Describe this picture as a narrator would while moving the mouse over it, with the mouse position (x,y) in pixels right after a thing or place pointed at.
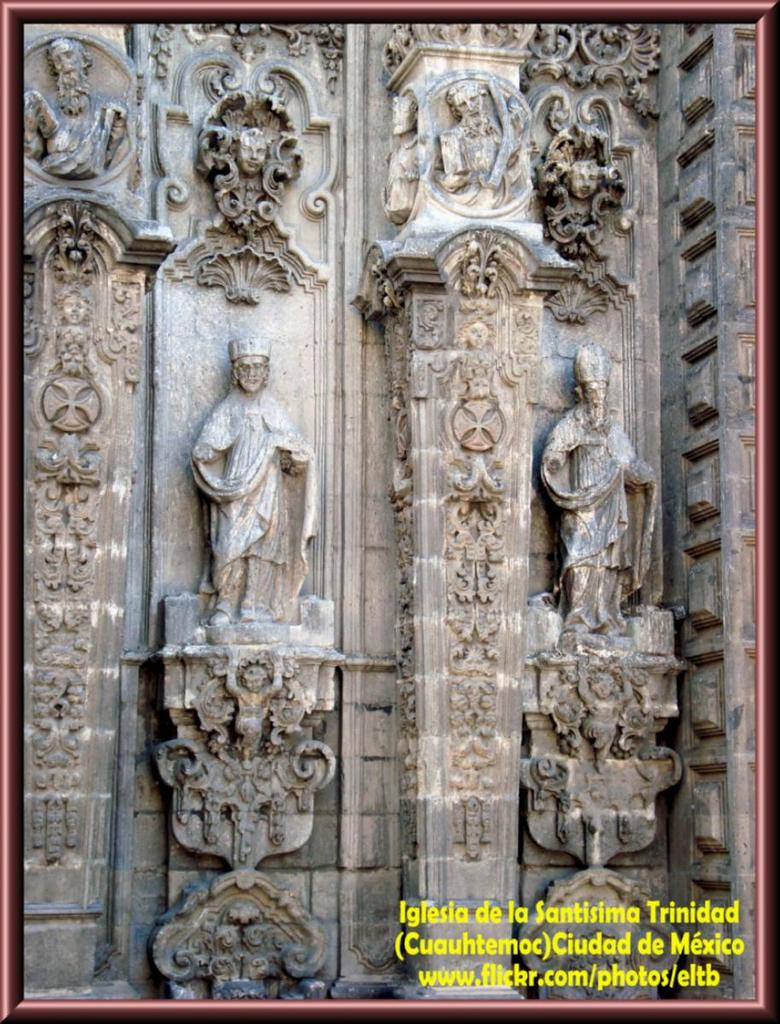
In this image there are sculptures (262,439) and there is some text (611,952) written in the bottom right of the image (601,945).
